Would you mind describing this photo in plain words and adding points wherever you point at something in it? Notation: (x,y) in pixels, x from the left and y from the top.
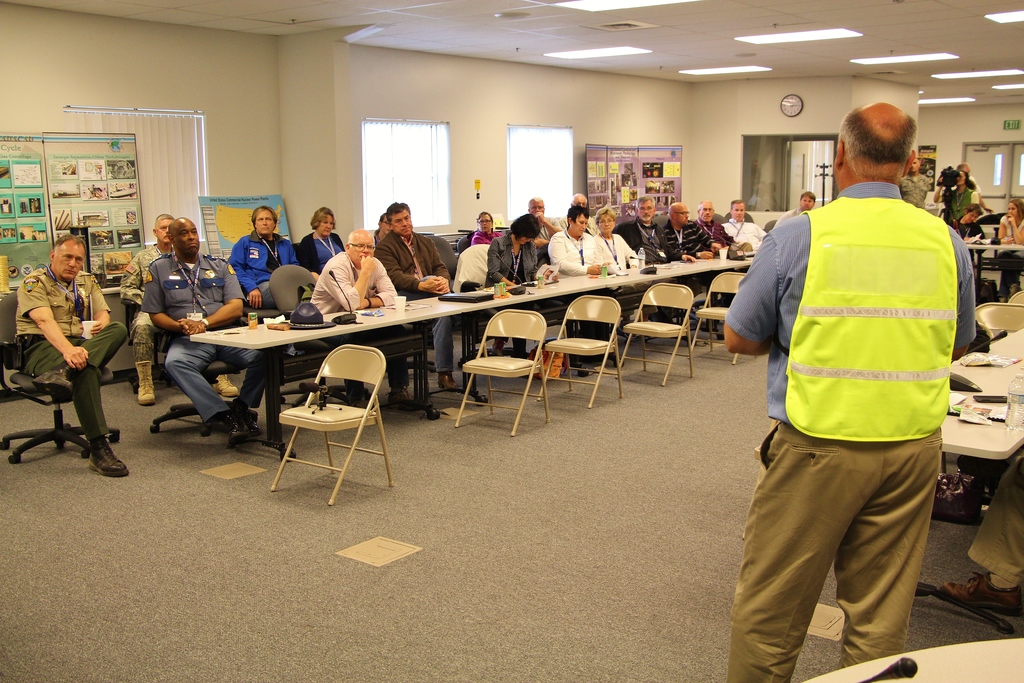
I can see in this image group of people (214,306) are sitting on a chair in front of a table (433,300) and the person (794,334) is standing on the ground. There are also few empty chairs (340,417). On the table (528,296) we have some objects (398,302) on it. In the background (415,189) I can see there are two windows (554,144) and a clock (795,99) on a wall (651,106).
